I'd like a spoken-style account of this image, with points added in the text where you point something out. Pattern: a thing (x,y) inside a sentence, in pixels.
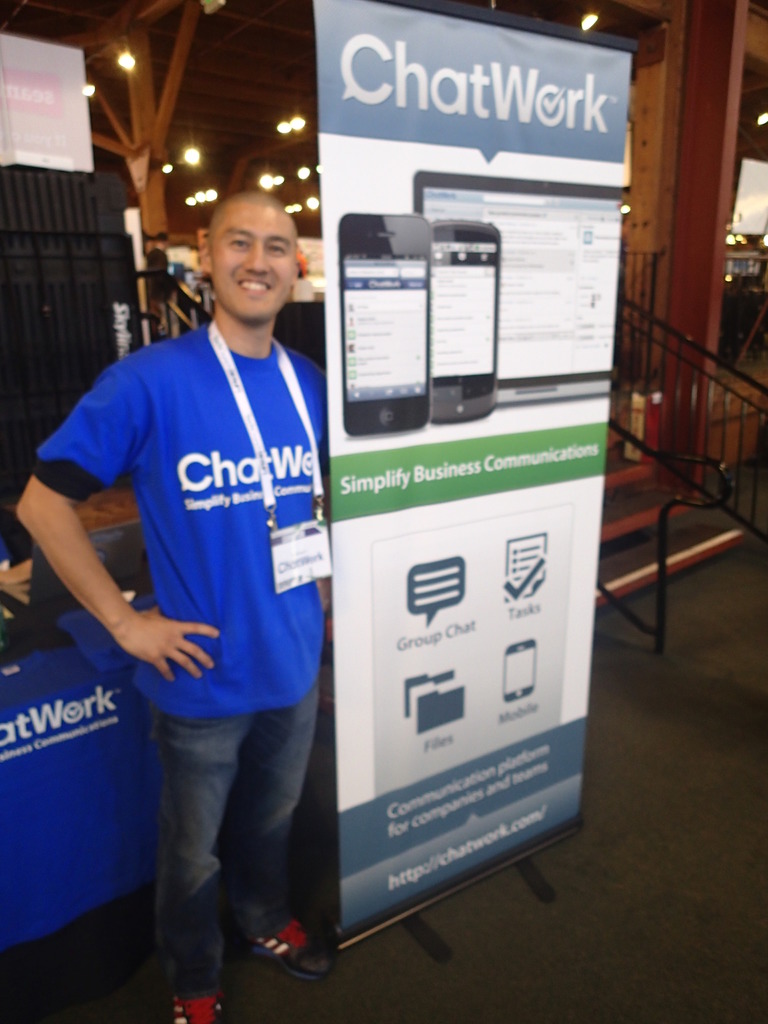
In the center of the picture (281,415) there is a person (213,620) standing, beside him there is a banner (487,451). On the left (32,856) there is a banner (41,736). On the right (732,370) there is staircase (697,438). In the background (274,162) there are lights (187,159) and a construction (280,155).
